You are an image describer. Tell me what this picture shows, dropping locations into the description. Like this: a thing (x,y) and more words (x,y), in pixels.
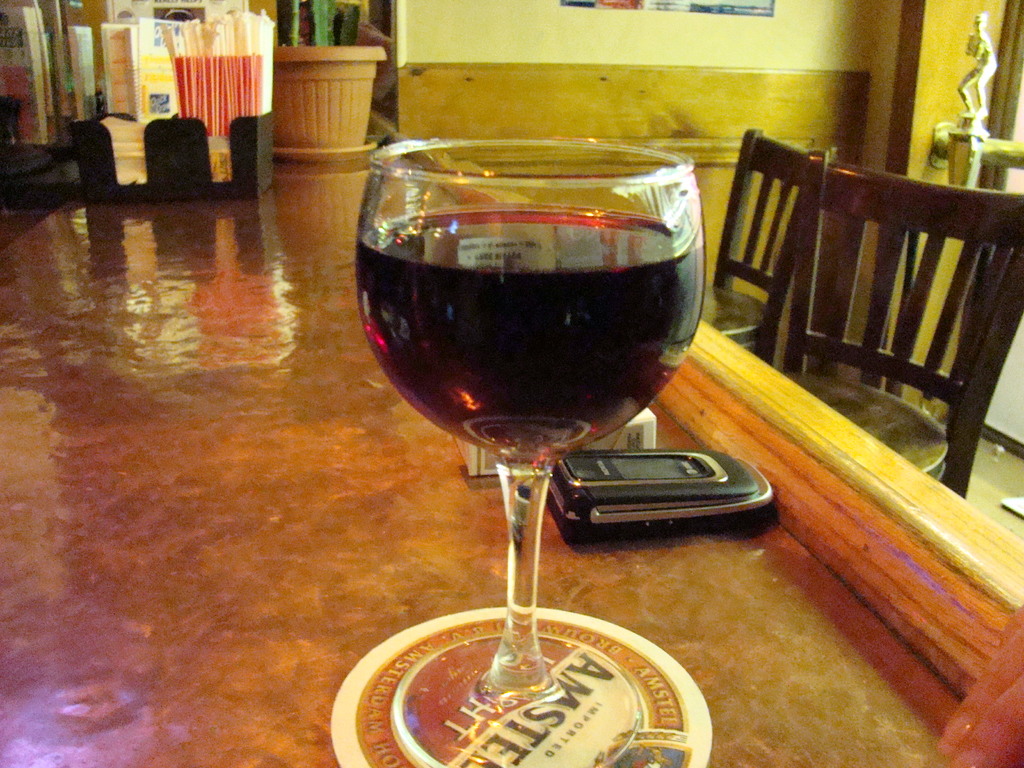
In this image, we can see a table (255,431) contains a glass (523,292) and phone (627,517). There are chairs (875,362) on the right side of the image (915,330). There is a plant (328,26) at the top of the image (281,102).
